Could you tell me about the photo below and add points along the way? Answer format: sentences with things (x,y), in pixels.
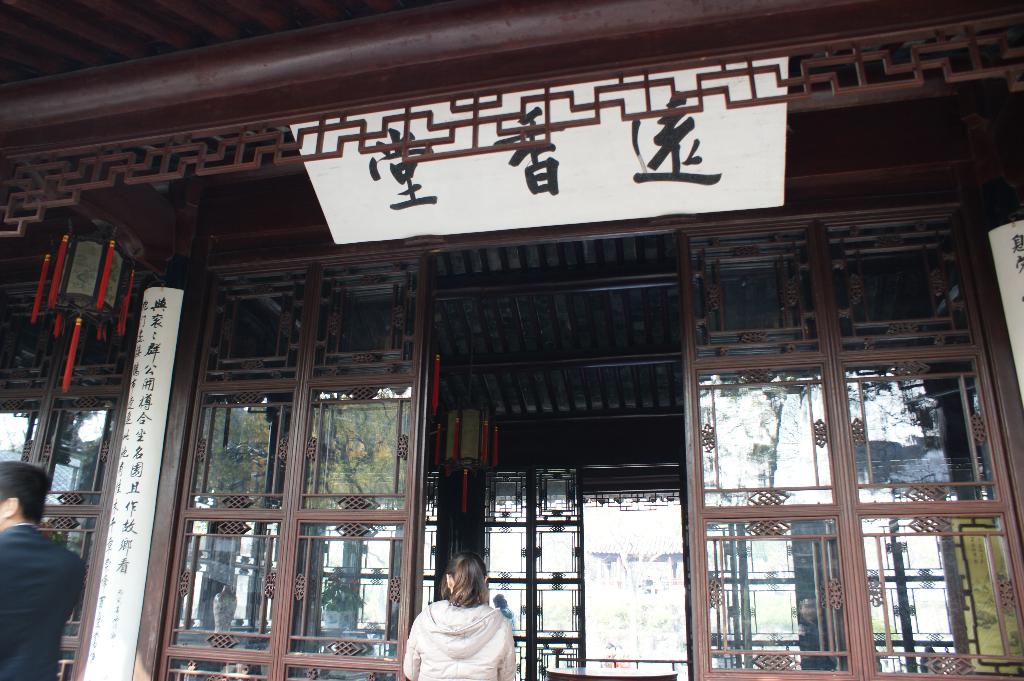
In the foreground of this image (462,638), there is a woman (462,619) and a man (38,629) on the left bottom (33,605). Behind them, there is an entrance (679,499) of a building (747,481), text (391,198) on the top (567,176) to the ceiling (602,367) and a lantern (108,274) hanging. We can also see few lanterns (478,429) inside the building (579,378).
